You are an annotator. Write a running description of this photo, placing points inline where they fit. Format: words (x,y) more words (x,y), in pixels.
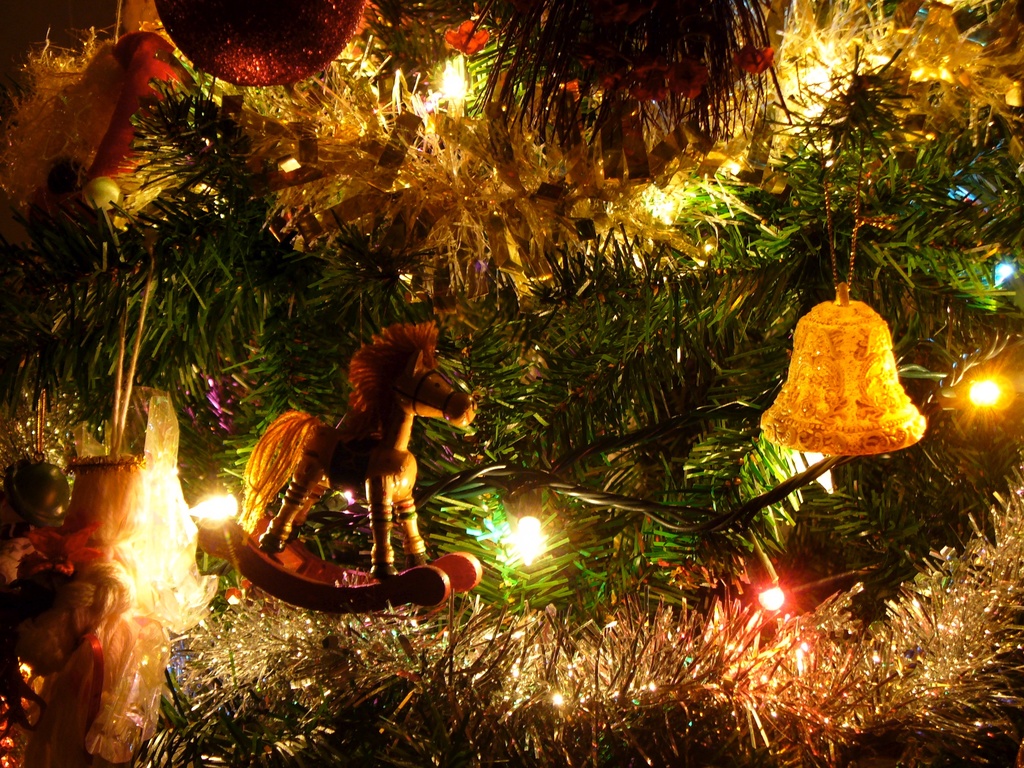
In this image, we can see some lights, there is a horse toy (305,480) and there is a bell (853,429) in yellow color.
